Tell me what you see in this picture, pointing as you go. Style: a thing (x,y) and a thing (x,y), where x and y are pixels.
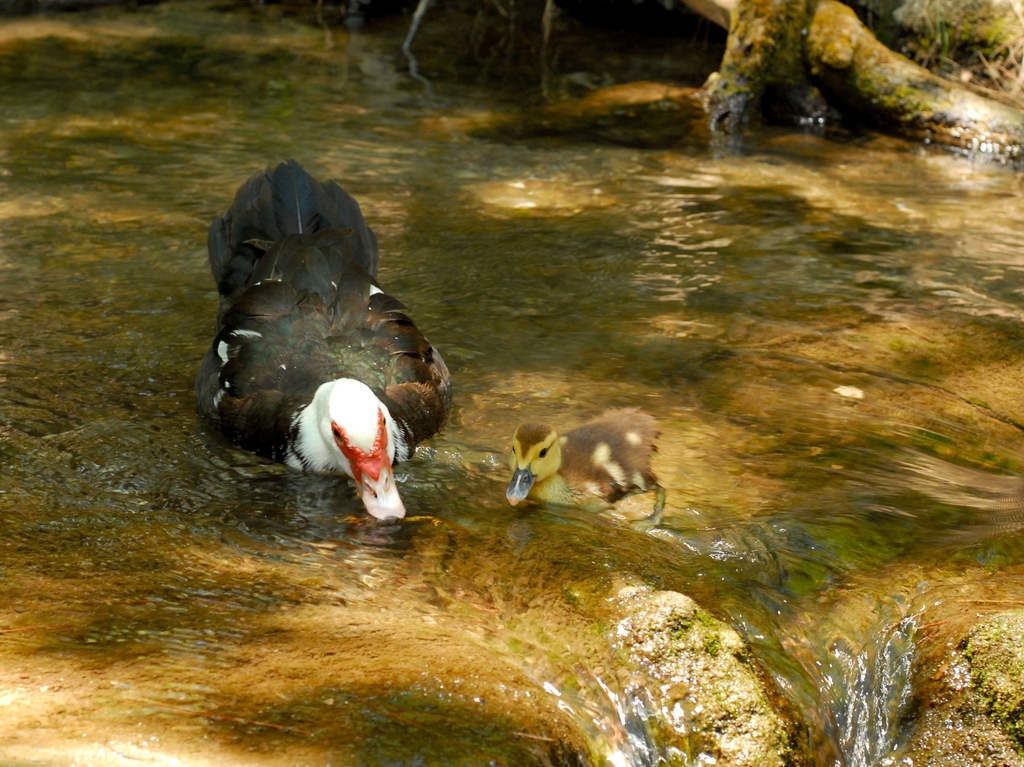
In this image we can see the birds (369,394) in the water (418,261), there is some wood (858,66) and the grass (925,33).
